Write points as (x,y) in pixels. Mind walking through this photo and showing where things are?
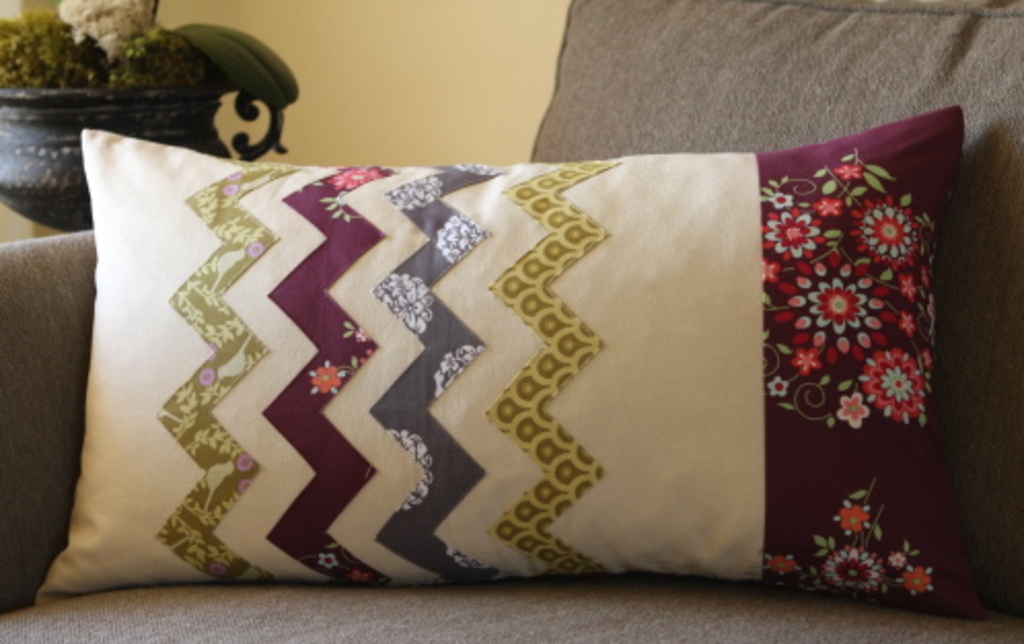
In the picture we can see a sofa (64,243) on it, we can see two pillows (484,568) one is gray in color and one is white and some part red in color with some designs (333,251) on it and beside the sofa (1,322) we can see a house plant (43,121) near the wall (302,156).
